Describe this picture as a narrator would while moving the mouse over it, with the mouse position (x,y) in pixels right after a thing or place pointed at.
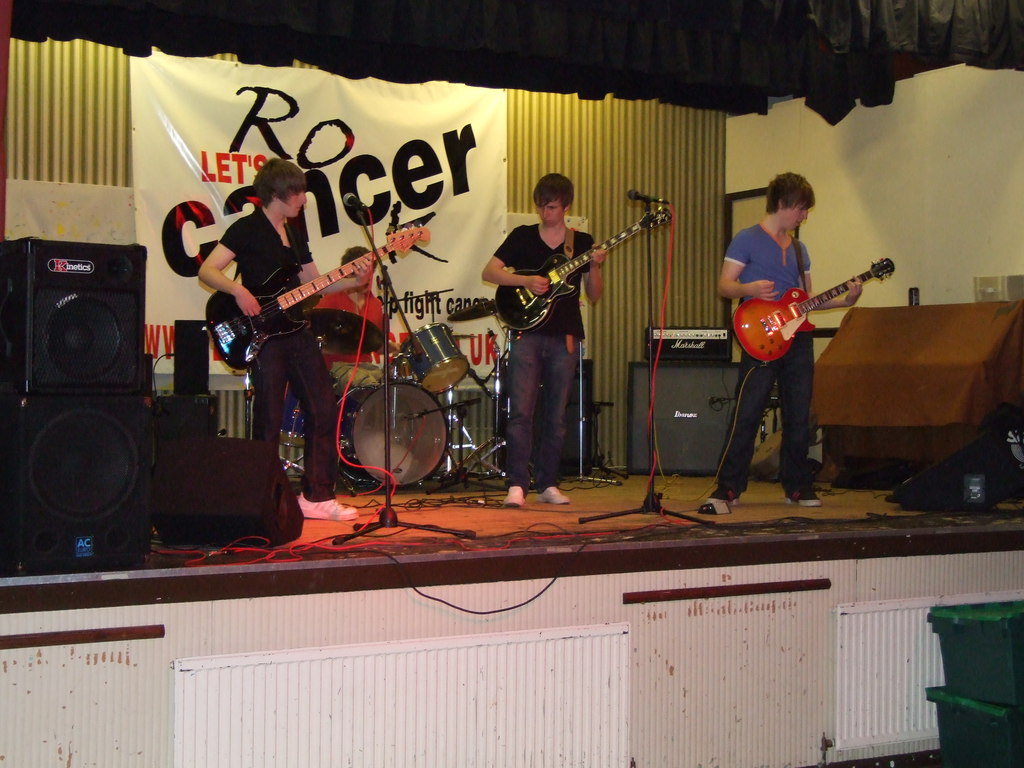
On the left side (291,334) a man (328,454) is standing and playing the guitar (335,281), he wore black color dress (313,460). On the right side (754,255) 2 other boys (739,264) are also standing. This is the banner (397,210) in the middle of an image (419,259).
